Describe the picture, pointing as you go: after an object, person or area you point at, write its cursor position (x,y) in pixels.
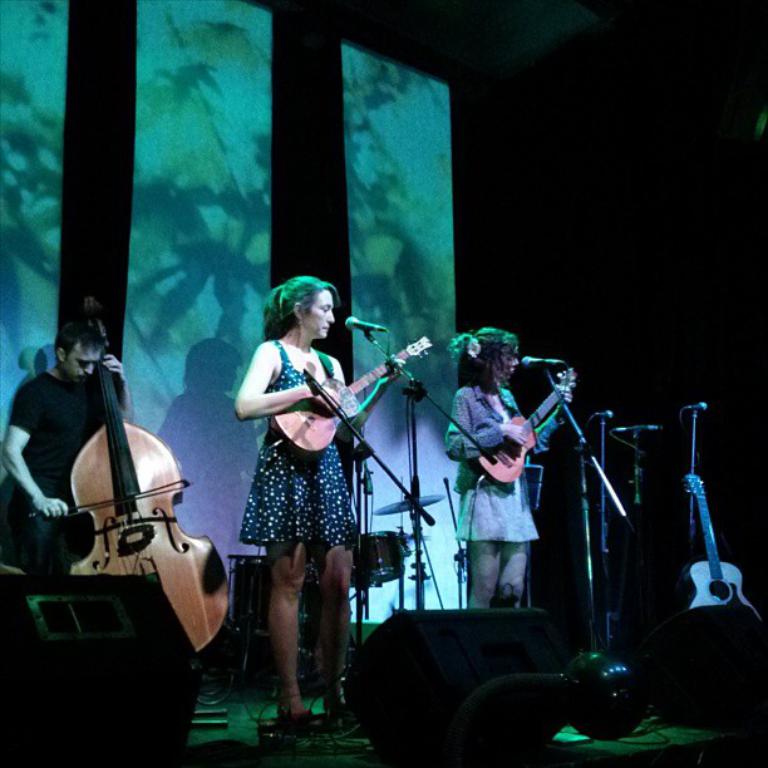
Here we can see a couple of woman (268,493) playing guitar (534,431) with microphones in front of them and on the left side (149,462) we can see a person (14,398) playing a double bass (132,537) and behind them we can see a projector screen (263,283) and here and there we can see some musical instruments (379,543).
